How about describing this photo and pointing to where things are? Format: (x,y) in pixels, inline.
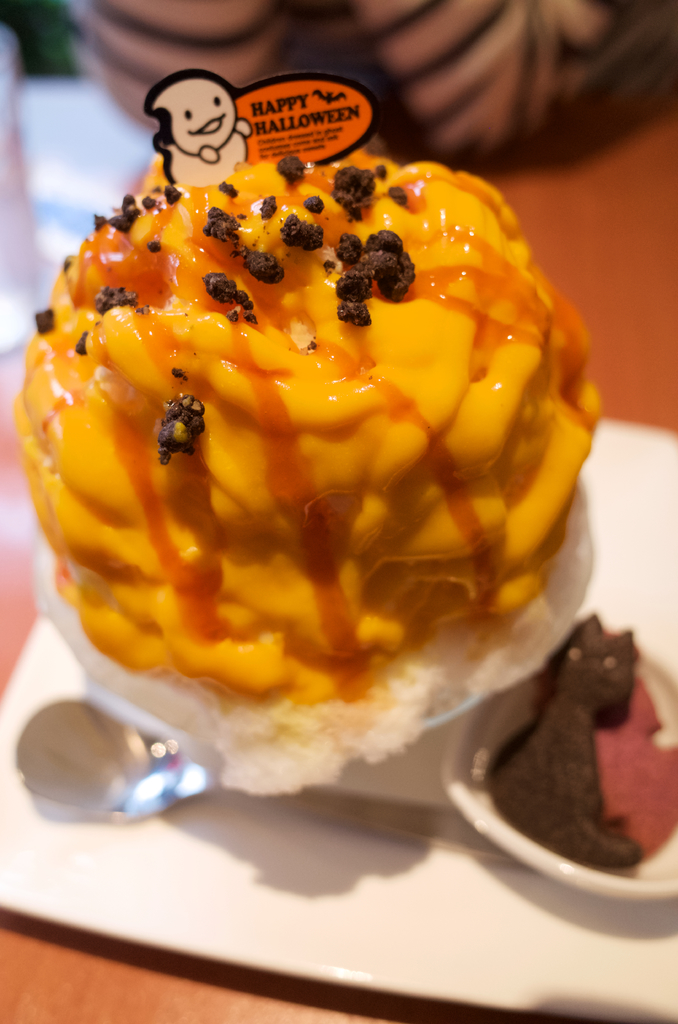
In this image there is a table (658,360), on that table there are ice creams (407,655) and a spoon (50,784), in the background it is blurred.
